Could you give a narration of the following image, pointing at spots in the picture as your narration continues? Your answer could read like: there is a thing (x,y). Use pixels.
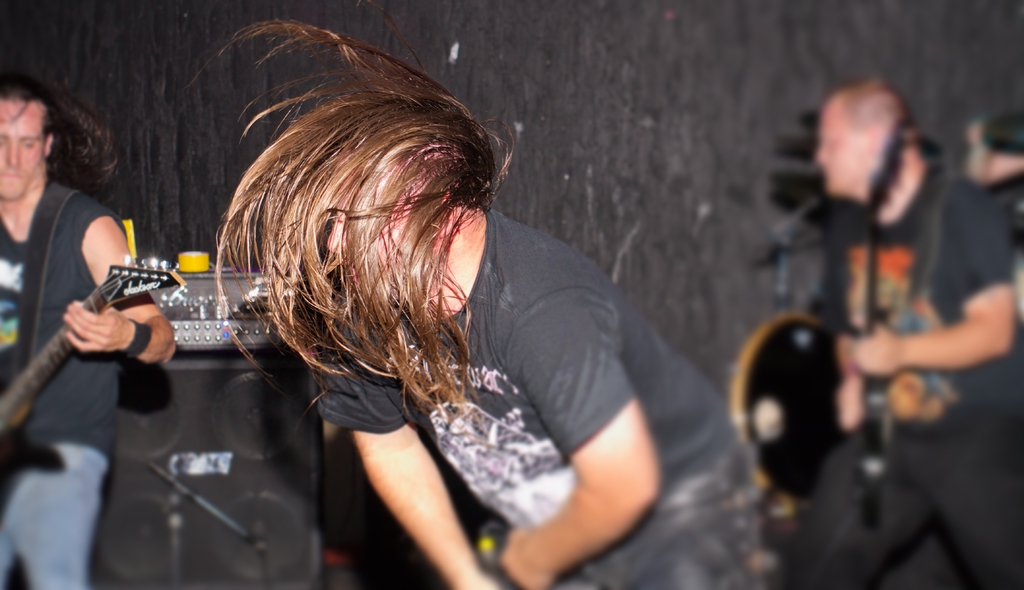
in the picture we can see a person (434,382) standing a person (36,211) holding a guitar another is playing music.
